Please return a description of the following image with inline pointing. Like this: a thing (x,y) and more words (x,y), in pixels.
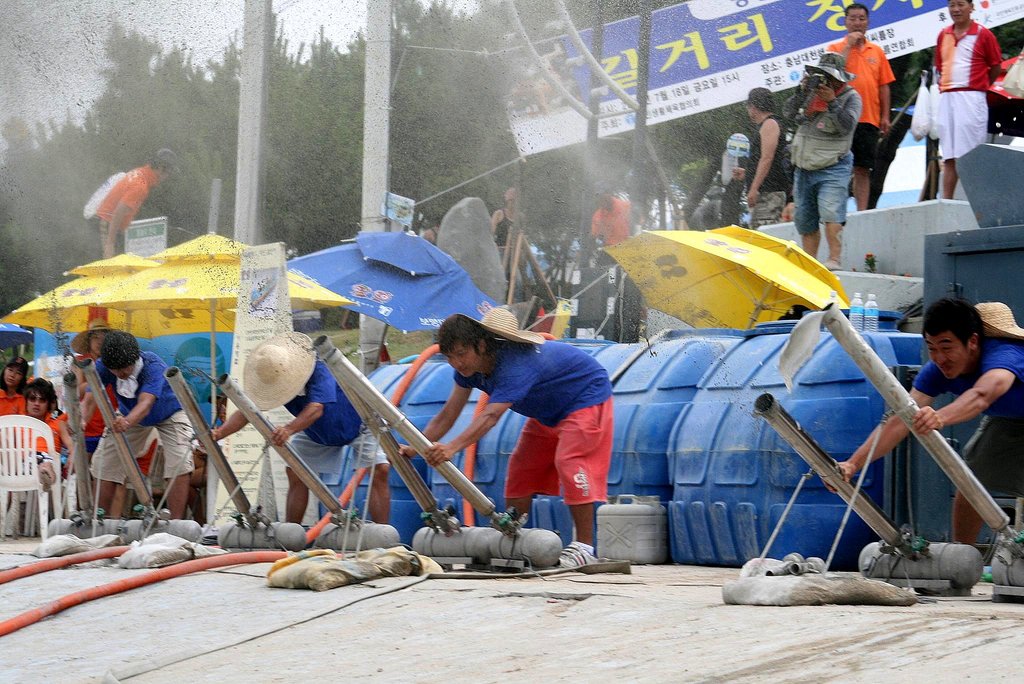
In this image there are few persons (966,356) holding tools (888,518), in the middle (670,382) there are blue color container (769,387), on which there are two bottles (858,319) visible on the right side (857,299), in the middle (363,230) there are tents (781,288), peoples (764,131), poles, trees (337,105), camera man (826,202) holding a camera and chair (26,447), pipes (108,590) visible on the left side (45,483), in the top left (290,2) there is the sky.
